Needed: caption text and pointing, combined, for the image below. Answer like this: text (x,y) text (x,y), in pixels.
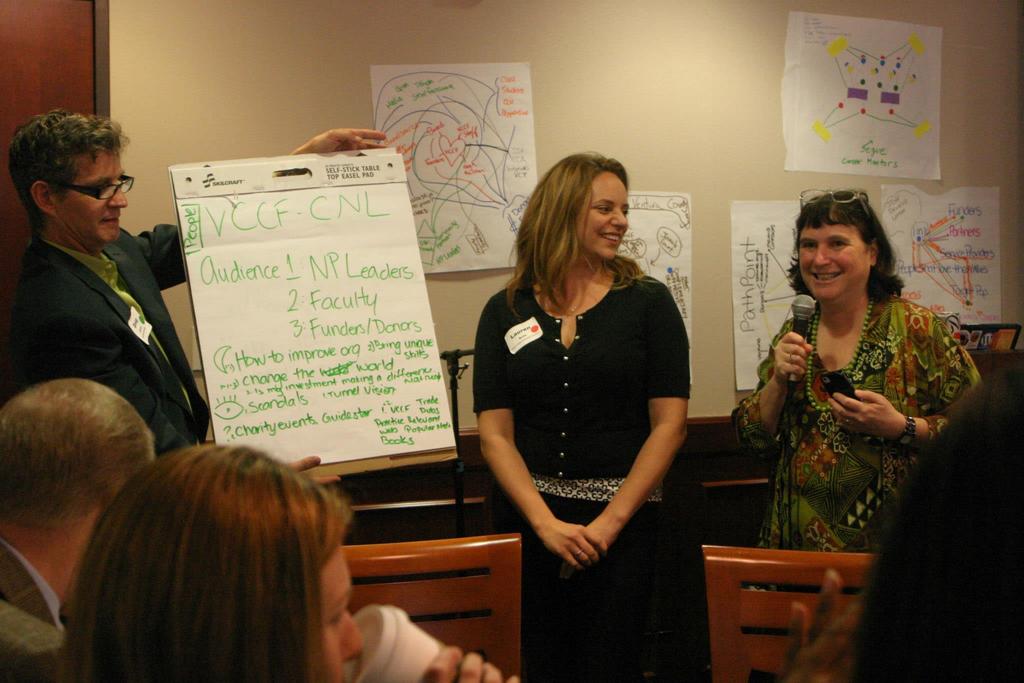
In this image I see a man (107,351) who is holding a board (383,166) which is of white in color and there are words (222,259) written on it and I see 2 women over here who are smiling and I see that this woman (809,235) is holding a mic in her hand (778,351) and I see 2 persons (73,680) over here. In the background (305,1) I see the wall (258,8) on which there are papers (450,207) and I see few diagrams (455,118) on it.
